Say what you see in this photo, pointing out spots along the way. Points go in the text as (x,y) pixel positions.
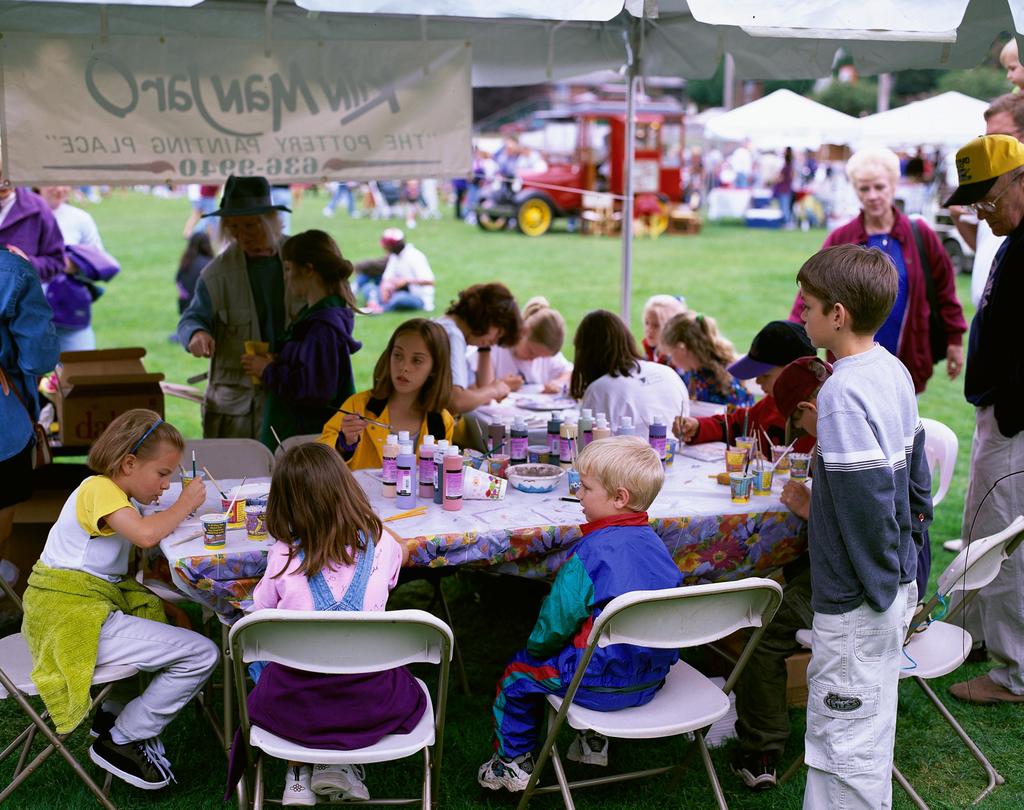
Some children (128,511) are sitting around a table (666,514) and painting.
